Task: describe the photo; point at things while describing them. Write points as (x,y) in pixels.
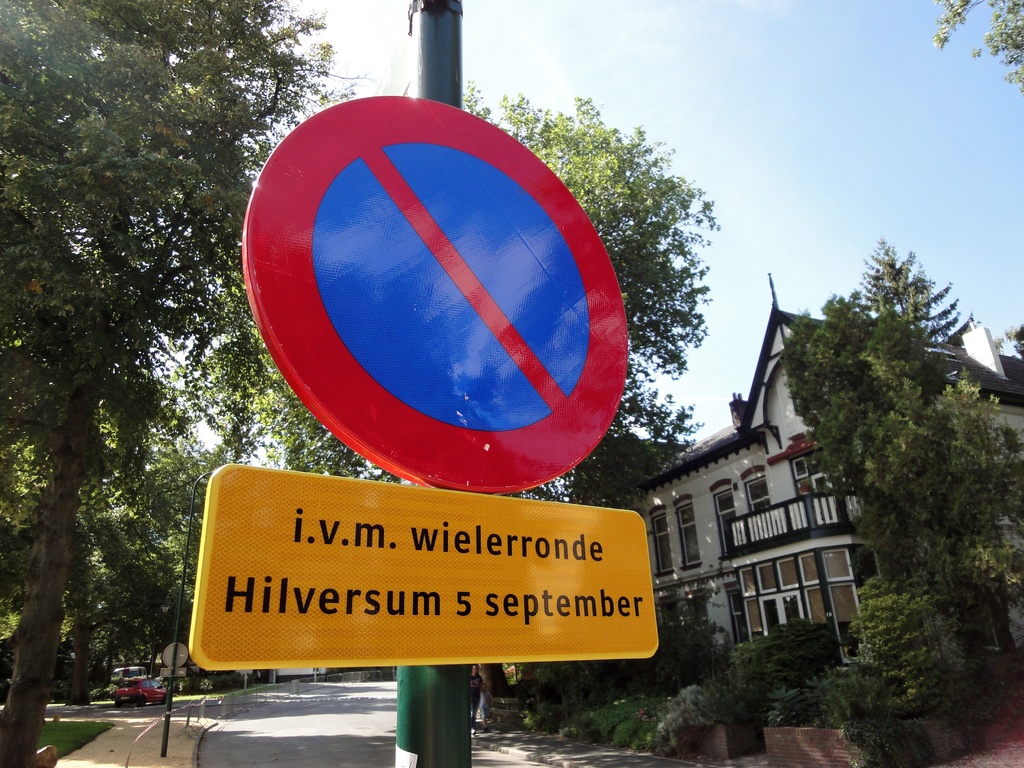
This picture is clicked outside. In the foreground (504,145) we can see the boards (362,226) attached to the pole (435,78) and the text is written on the board (388,646). On the right (748,470) there is a building (755,382) and we can see the trees (944,420), plants (618,707) and the road (297,734). On the left (123,700) there are some vehicles (135,695) seems to be parked on the ground (91,728). In the background (674,357) there is a sky (805,231) and the trees (314,428).
